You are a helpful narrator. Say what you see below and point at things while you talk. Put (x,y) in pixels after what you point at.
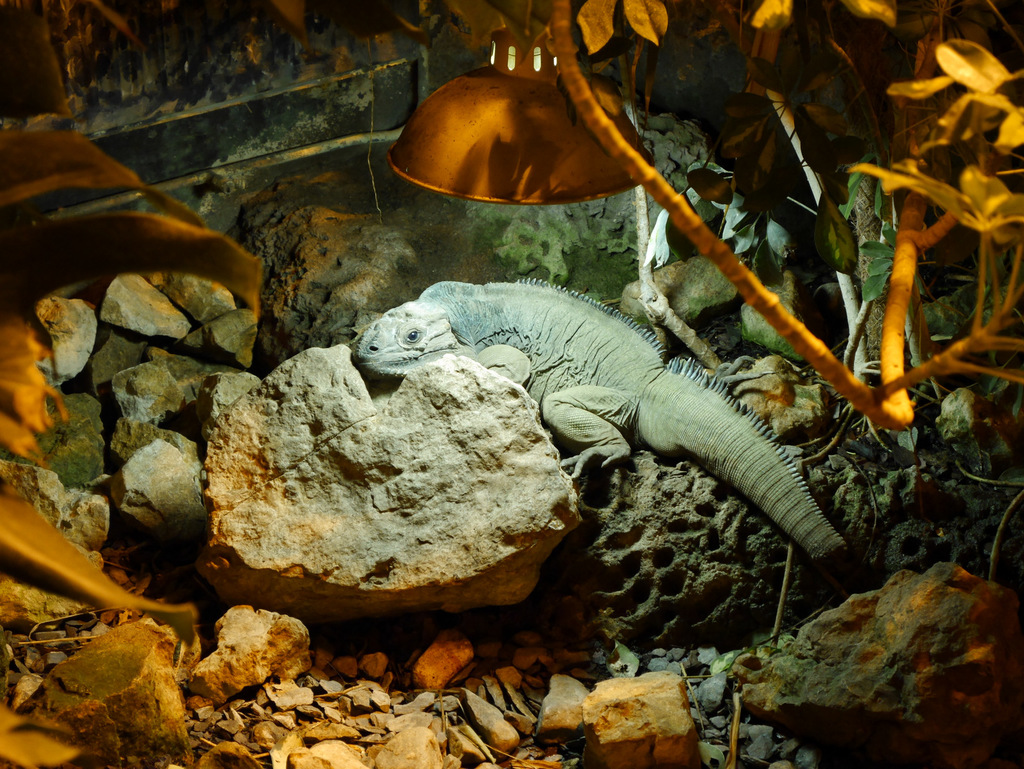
In this image we can see one animal (715,413) which is on the rock (416,393). And in the middle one lamp (525,144) is hanging. And some planted trees (536,17) in it.
